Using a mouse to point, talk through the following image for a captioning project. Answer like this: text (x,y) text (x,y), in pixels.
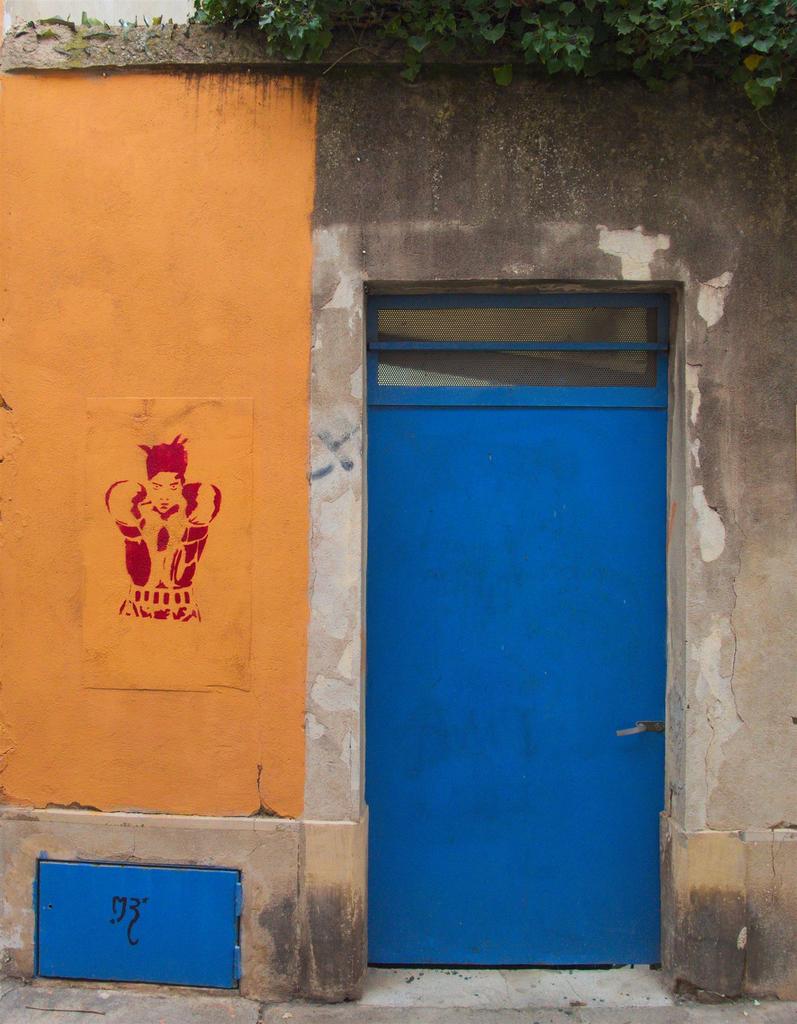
This image is taken outdoors. At the bottom of the image (480,1004) there is a floor (223,1017). In the middle of the image (384,448) there is a house (756,675) with a wall (756,474) and a door (528,648). There is an image of a man (141,552) on the poster (163,447) which is on the wall (148,349).
